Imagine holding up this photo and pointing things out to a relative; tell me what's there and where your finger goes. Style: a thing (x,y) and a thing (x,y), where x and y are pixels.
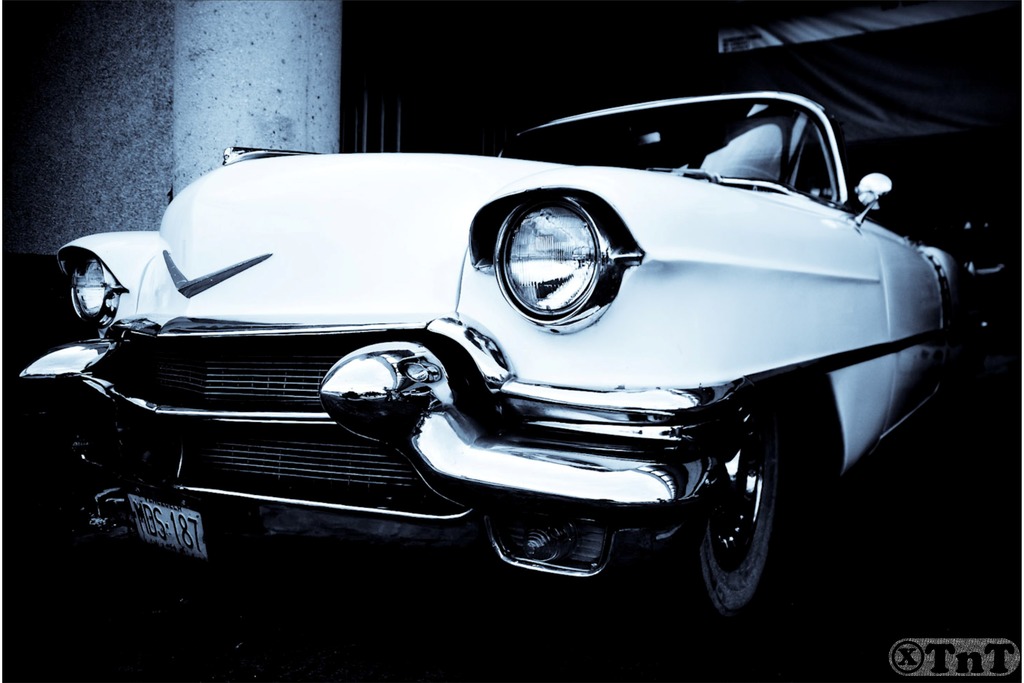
This is a black and white image and here we can see a car (579,278). In the background (254,65), there is a wall (324,73) and at the bottom (964,656), there is some text (911,641).
